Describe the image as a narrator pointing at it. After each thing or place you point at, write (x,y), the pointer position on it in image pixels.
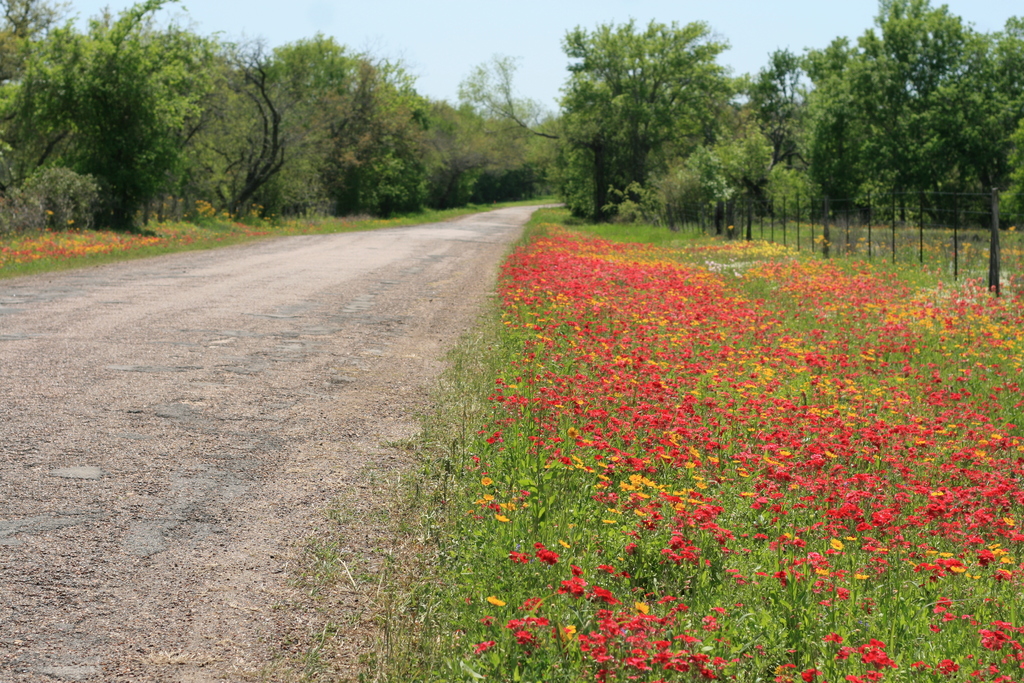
In the background (629,0) we can see the sky (798,46). In this picture we can see the trees (850,92), flowers (774,337), plants (753,642). On the right side of the picture (826,232) we can see the fence (702,219). On the left side of the picture (274,317) we can see the road (244,460).
